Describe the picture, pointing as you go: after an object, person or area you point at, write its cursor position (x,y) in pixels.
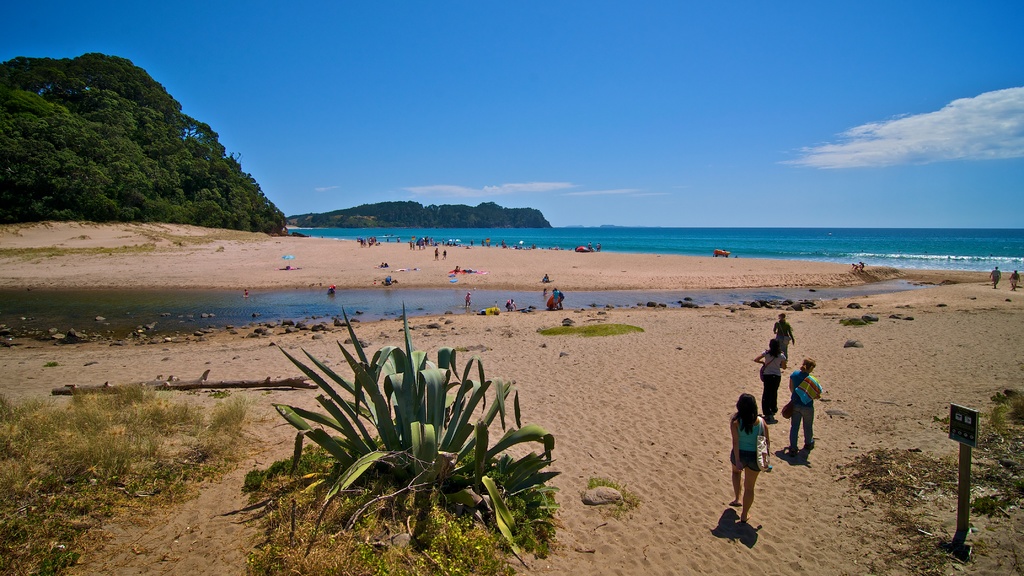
In this image, we can see some water (588,296). There are a few people (769,412). We can see the ground (722,420). We can see some plants (400,446), grass (405,570) and some wood (289,384). There is a pole (961,443) with a board (958,438). There are some trees (158,207). We can see the sky (594,162) with clouds (835,157).
